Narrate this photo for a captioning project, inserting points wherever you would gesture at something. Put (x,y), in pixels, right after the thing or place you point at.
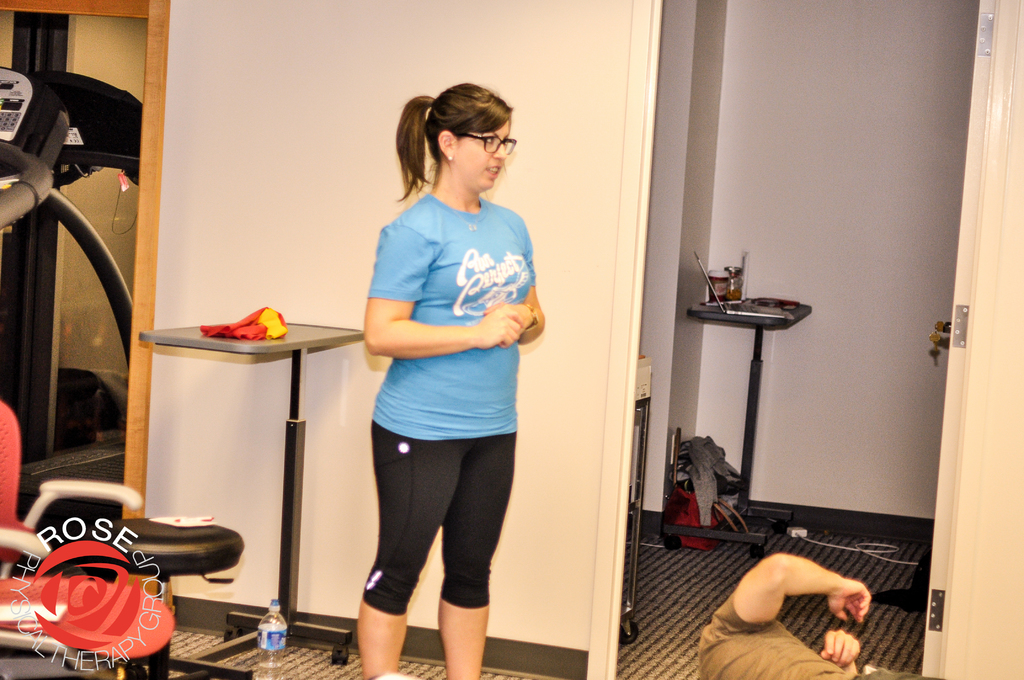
In the foreground of this picture (471,429), there is a woman (463,362) standing and a man (728,660) lying down. On the left bottom (166,583), there is a table (262,350), chair (82,587) and a stool (199,539). on the left top (63,96) there is a mirror (88,128) and a treadmill (24,163). In the background (731,282), there is a door (943,340), table (766,323), few tins (741,295), bag (701,452) and the wall (859,158).
